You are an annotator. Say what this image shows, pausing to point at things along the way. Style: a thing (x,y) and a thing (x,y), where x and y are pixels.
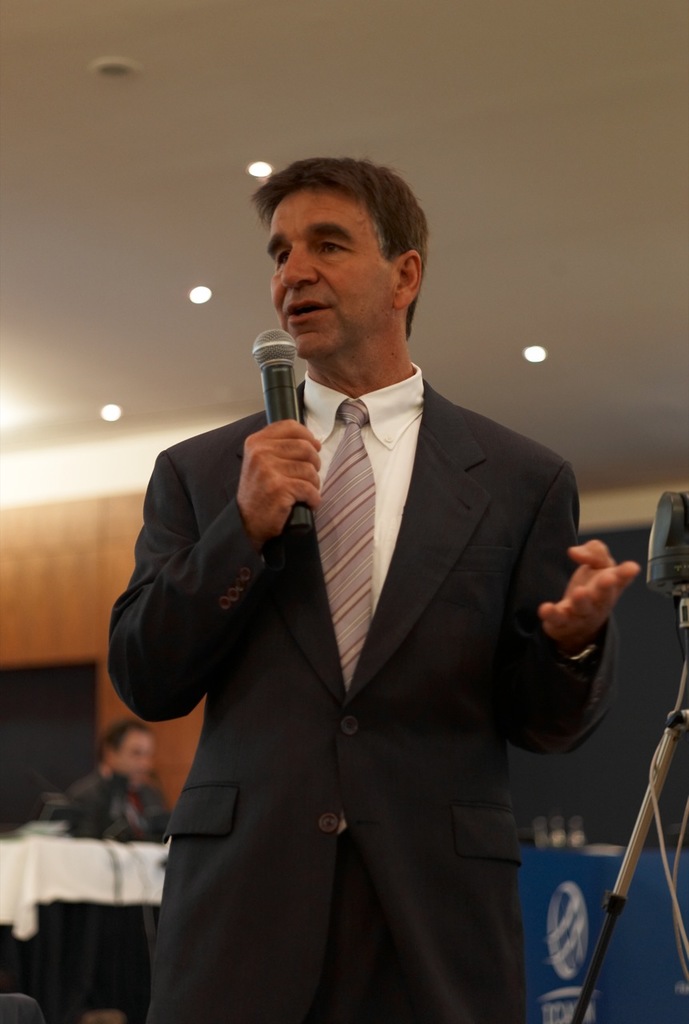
This picture is clicked inside the room (183,295). In front of the picture, we see man (472,808) in black blazer (443,583) and white shirt (401,482) is holding microphone (256,339) in his hands (297,478) and he is talking on it. Behind him, we see a man (141,832) sitting on chair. In front of him, we see a table (44,881). Behind him, we see wall (96,548) which is brown in color. On top of the picture (319,48) we see the roof (635,246) of that room (378,147).
